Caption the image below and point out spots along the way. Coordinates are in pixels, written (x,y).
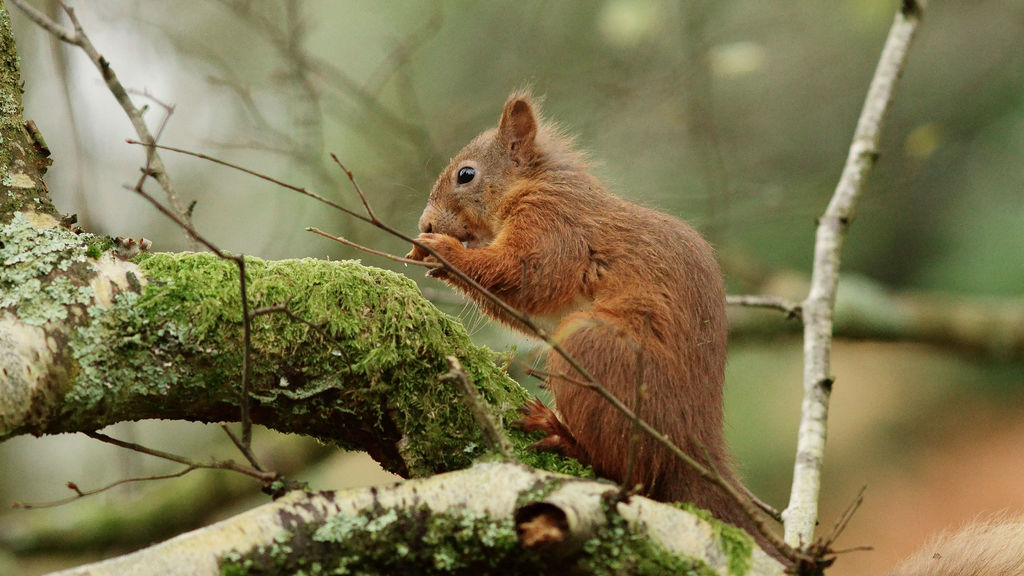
In this image I can see a squirrel (557,257) sitting on the branch (425,374) and the squirrel (545,432) is in brown color and the background (287,125) is in green color.
